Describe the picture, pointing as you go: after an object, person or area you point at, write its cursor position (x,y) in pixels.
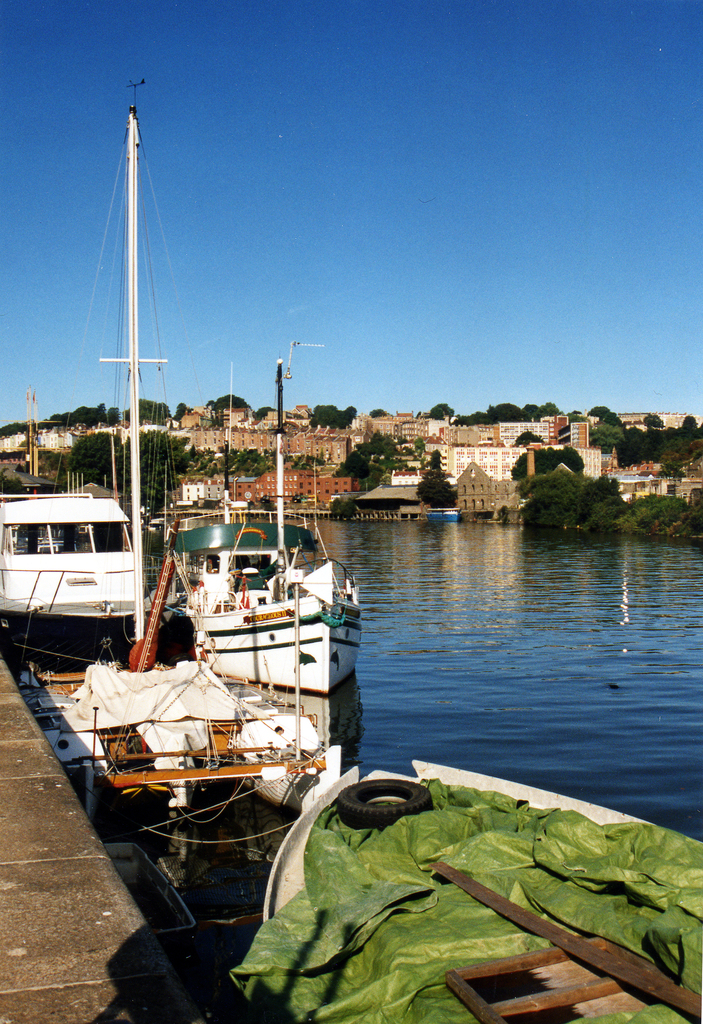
This is a picture of a ship port (84,648) where we can see multiple boat (195,624) are present on the surface of water (567,604). Background of the image (365,469) so many buildings (450,453) and trees (564,461) are present. The sky (309,179) is in blue color.
